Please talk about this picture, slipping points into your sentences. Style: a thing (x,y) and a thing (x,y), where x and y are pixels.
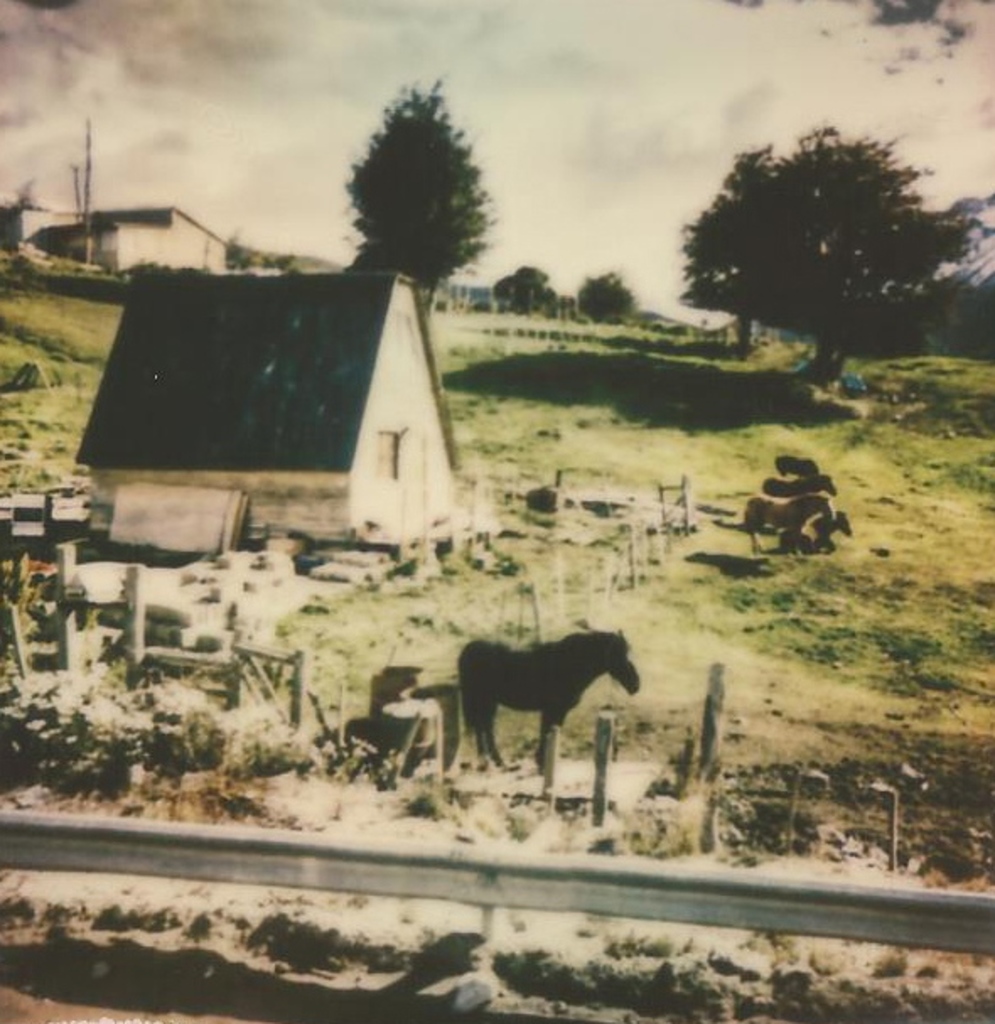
In the image at the bottom (243,845) there is a fencing (41,848). Behind the fencing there are few horses (768,501) on the ground (793,623). There is a house (389,428) with walls (398,451) and roofs (309,356). Around the house (448,450) there are fencing poles (58,567). In the background (827,301) there are trees (747,322) and also there are few buildings (121,226). At the top of the image (445,79) there is sky (456,68).
